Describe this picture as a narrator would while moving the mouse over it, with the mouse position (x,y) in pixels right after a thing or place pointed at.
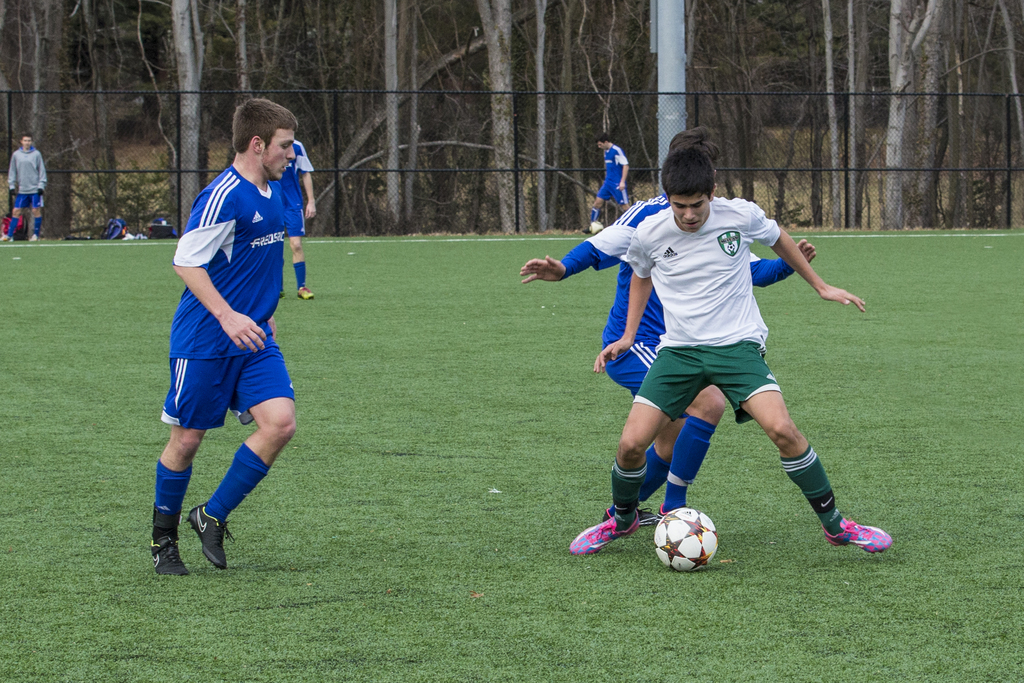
This 4 persons (194,210) are running on a grass (63,277). This is a ball (688,521). Far there are number of trees (714,66). Far this 2 persons (18,162) are standing.
